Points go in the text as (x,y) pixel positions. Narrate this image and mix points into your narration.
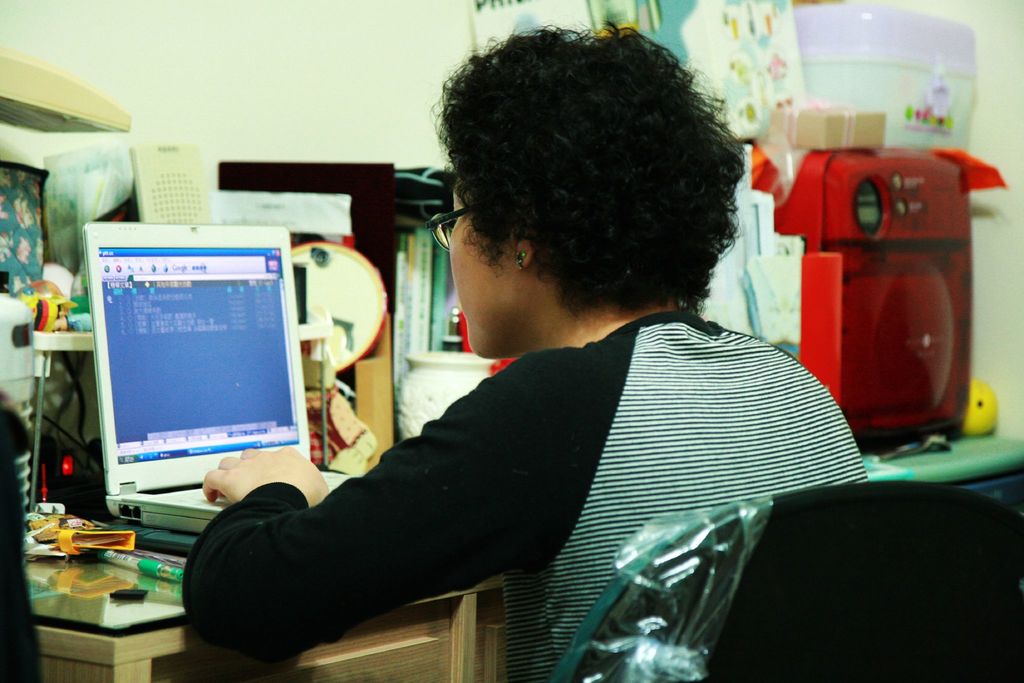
In this image we can see a person (583,325) sitting on the chair (701,548) in front the table (175,595). On the table (161,580) we can see a pen (152,570), laptop (248,426), books (419,288) and also some other objects (147,552). On the right (896,45) we can see the box (888,58), ball (983,421) and also the red color object (850,290) on the counter (921,459). We can also see the wall (408,36). There is also a cover (681,548) to the chair (662,591).
